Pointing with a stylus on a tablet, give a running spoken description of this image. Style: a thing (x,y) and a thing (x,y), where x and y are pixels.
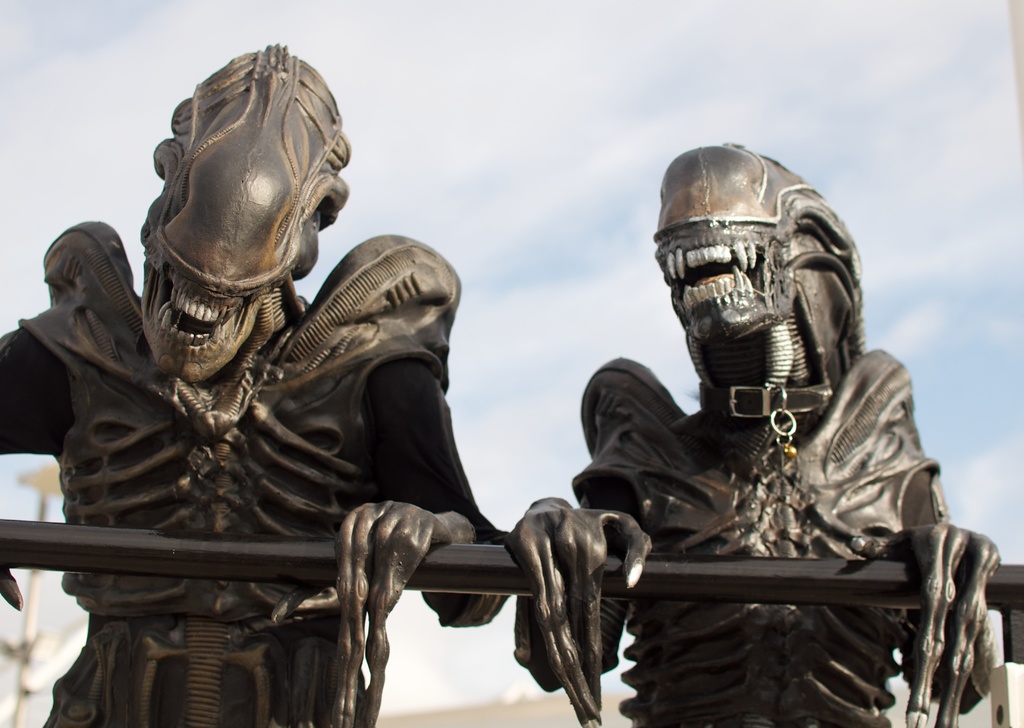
This is a picture of a two statues (658,424) holding a black rod (216,553) in front of them.
